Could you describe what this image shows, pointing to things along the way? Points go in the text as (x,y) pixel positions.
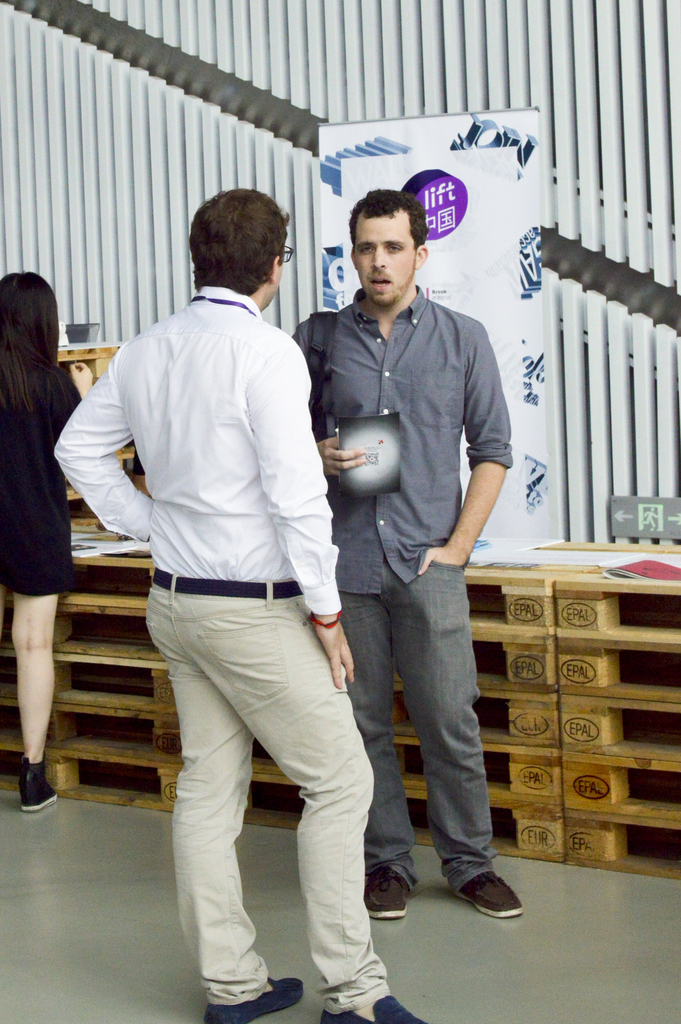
Two persons (225,485) are standing. One person (338,414) is holding a paper (366,461) and a bag (326,331). On the left side (31,461) a lady (28,507) is standing. In the back (511,677) there are many boxes (518,649). Also there is a wall (364,112) with a poster (497,246) on that.
